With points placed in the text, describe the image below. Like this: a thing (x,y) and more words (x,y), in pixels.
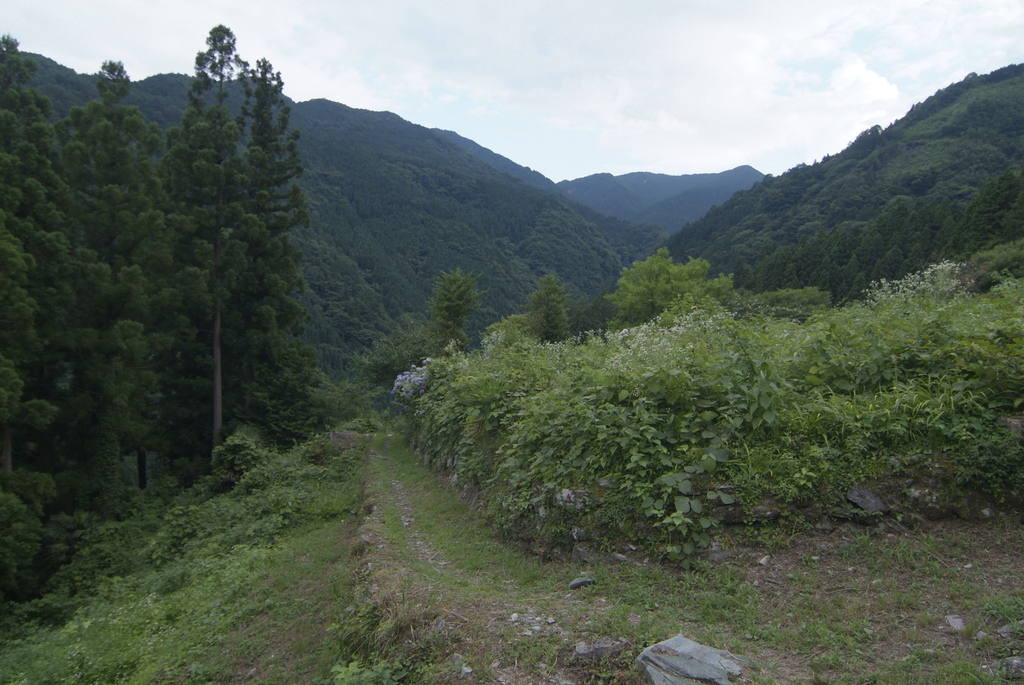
This image looks like it is clicked in the forest (18,458). In this picture, there are many plants (354,463) and trees (680,275) along with the mountains (560,229). At the top (555,58), there are clouds (748,109) in the sky (580,121). And there is a rock (709,671) at the bottom (677,669).
